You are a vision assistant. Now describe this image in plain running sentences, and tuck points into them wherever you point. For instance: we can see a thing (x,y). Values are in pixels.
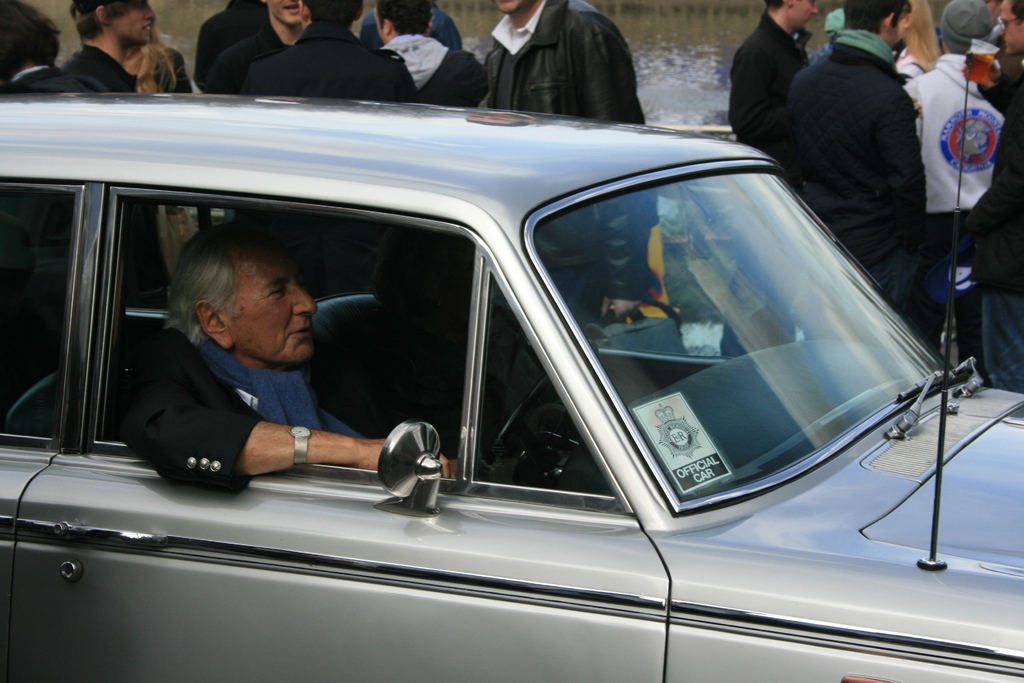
Here we can see a man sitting in a car (366,348) and riding a car (661,405) and besides the car (515,118) there are group of people (1014,148) standing.
